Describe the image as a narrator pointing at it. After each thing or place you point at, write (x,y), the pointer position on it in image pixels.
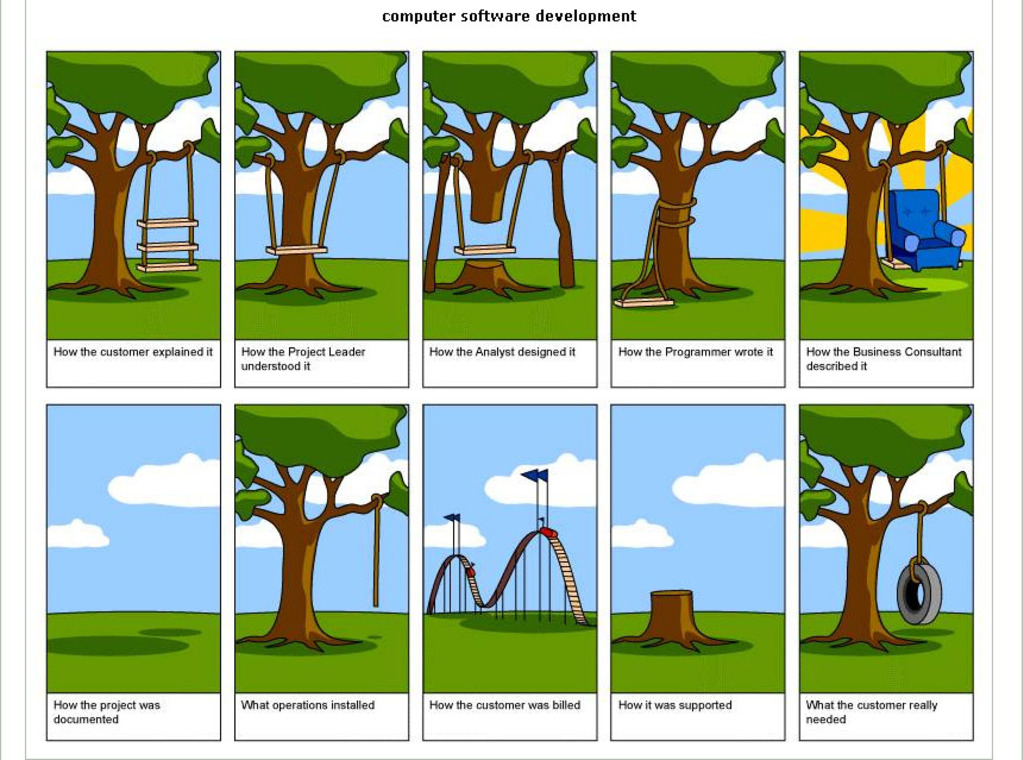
In this picture we can see cartoon images (750,250), in these images there are trees (674,281), grass (613,632), the sky (544,580) and clouds (733,482), we can also see some text (835,366), in the right bottom (917,602) picture we can see a tyre (929,613), in this image we can see roller coaster (538,555) and flags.
